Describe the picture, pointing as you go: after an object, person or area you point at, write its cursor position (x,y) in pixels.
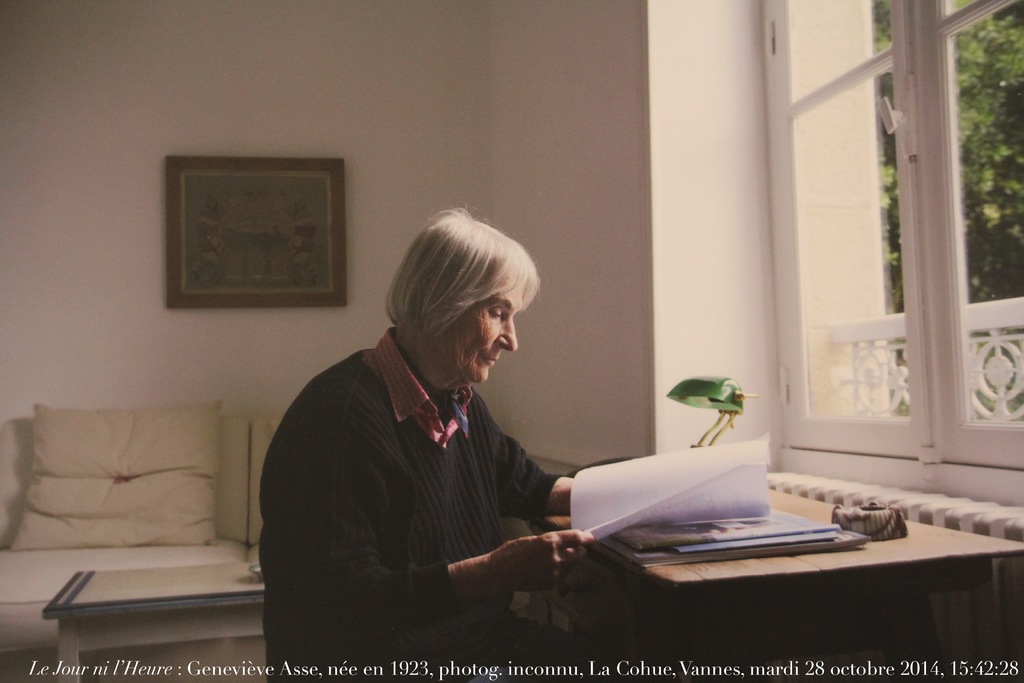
In this image I can see a woman (566,486) and she is holding a paper (678,456) in her hand (589,537). On this table (780,501) I can see a lamp (690,396). In the background (139,300) I can see a frame (330,207) on this wall (326,63).
